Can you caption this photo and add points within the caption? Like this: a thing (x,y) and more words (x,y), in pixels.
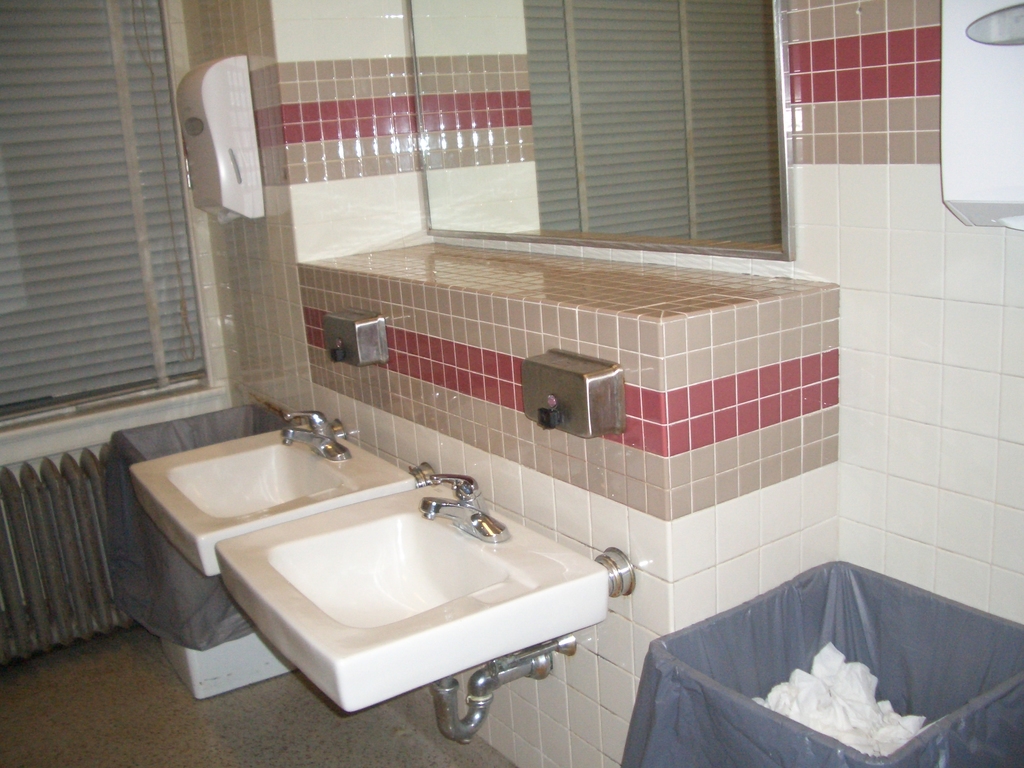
In this pictures I can see white color wash basins (320,546) on which I can see some taps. On the wall (827,317) I can see a mirror (727,194) and white color objects (1004,120) attached to it. I can also see dustbins (232,419) and other objects (80,589) on the floor (160,669).
